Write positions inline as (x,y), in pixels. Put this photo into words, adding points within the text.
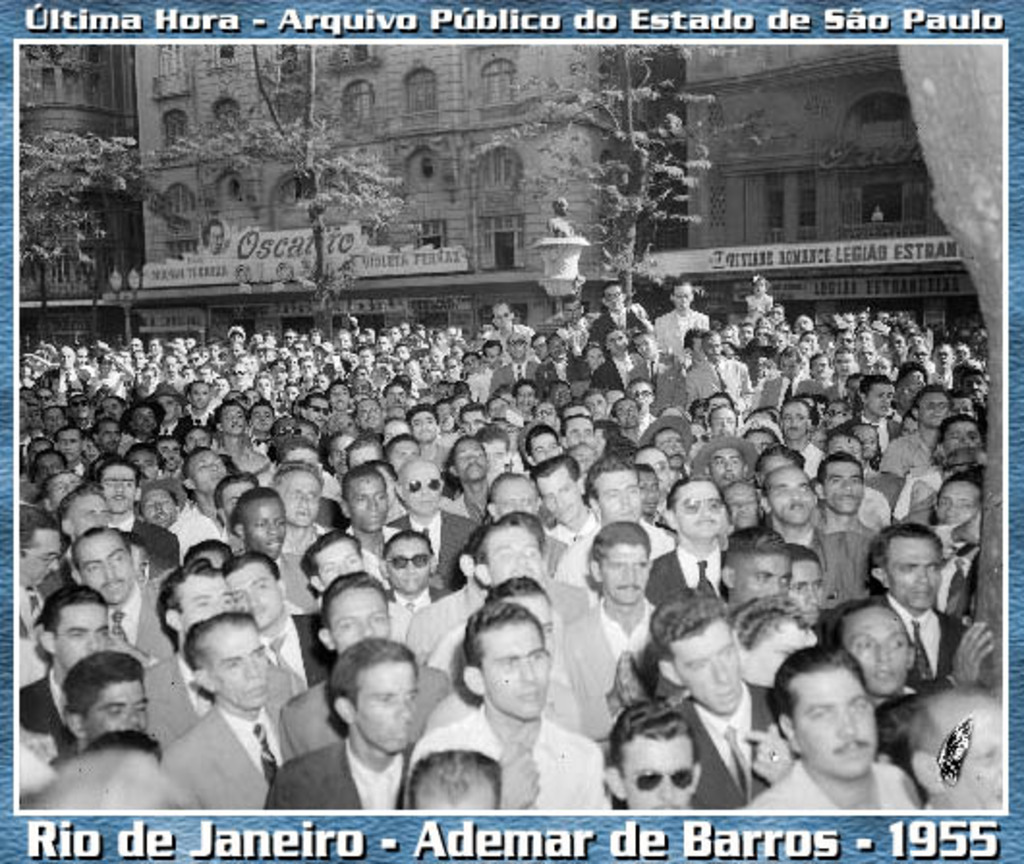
In this image we can see a group of persons (590,578). Behind the persons (521,481) we can see trees (632,263), buildings (493,133) and a sculpture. On the buildings (690,203) we can see some text (275,242). At the top (512,20) and bottom we can see some text (207,830).
